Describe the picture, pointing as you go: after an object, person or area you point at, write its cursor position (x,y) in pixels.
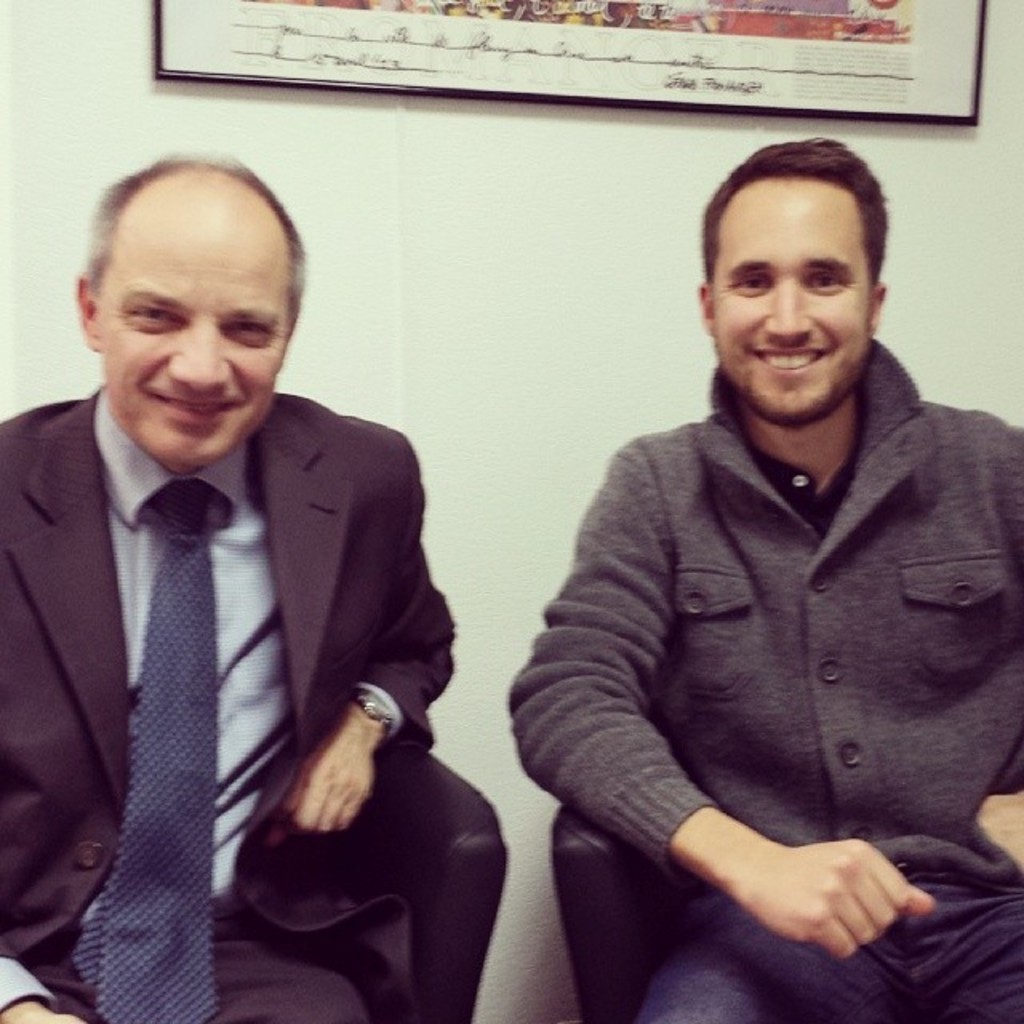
In this image, we can see two men (682,719) are sitting on the chairs (574,891). They are watching and smiling. Background (571,288) we can see wall (543,336) and photo frame (984,32).
